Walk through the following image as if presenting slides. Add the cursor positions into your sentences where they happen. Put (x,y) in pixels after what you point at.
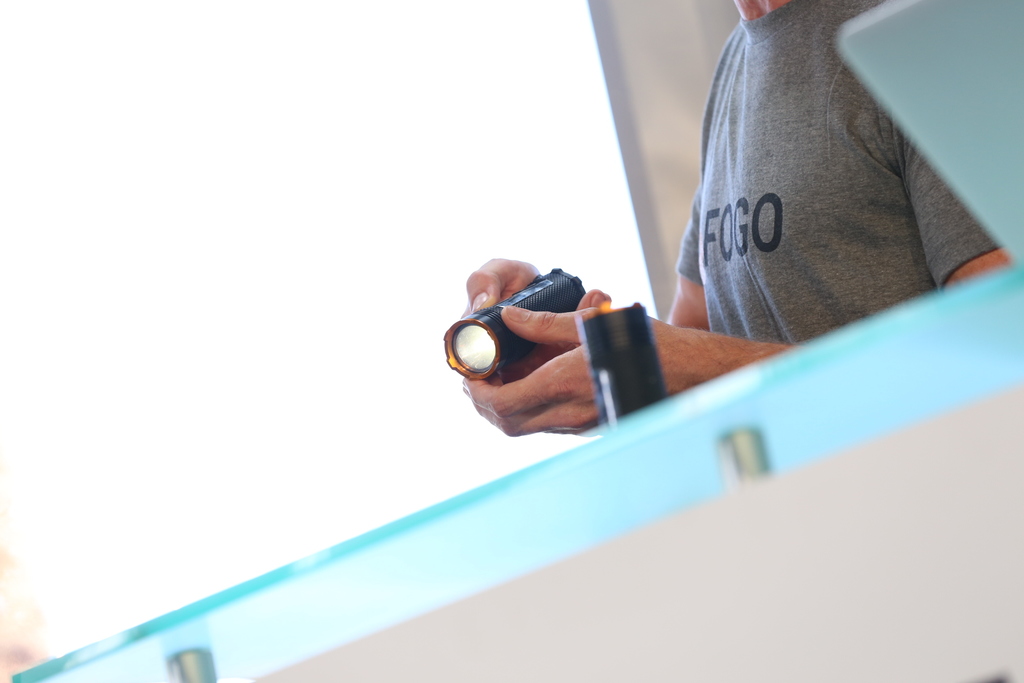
In the image in the center (663,434) we can see one glass table (627,548). And we can see one person (792,236) standing and holding torch light (501,312). In the background (649,78) we can see wall (672,103).
